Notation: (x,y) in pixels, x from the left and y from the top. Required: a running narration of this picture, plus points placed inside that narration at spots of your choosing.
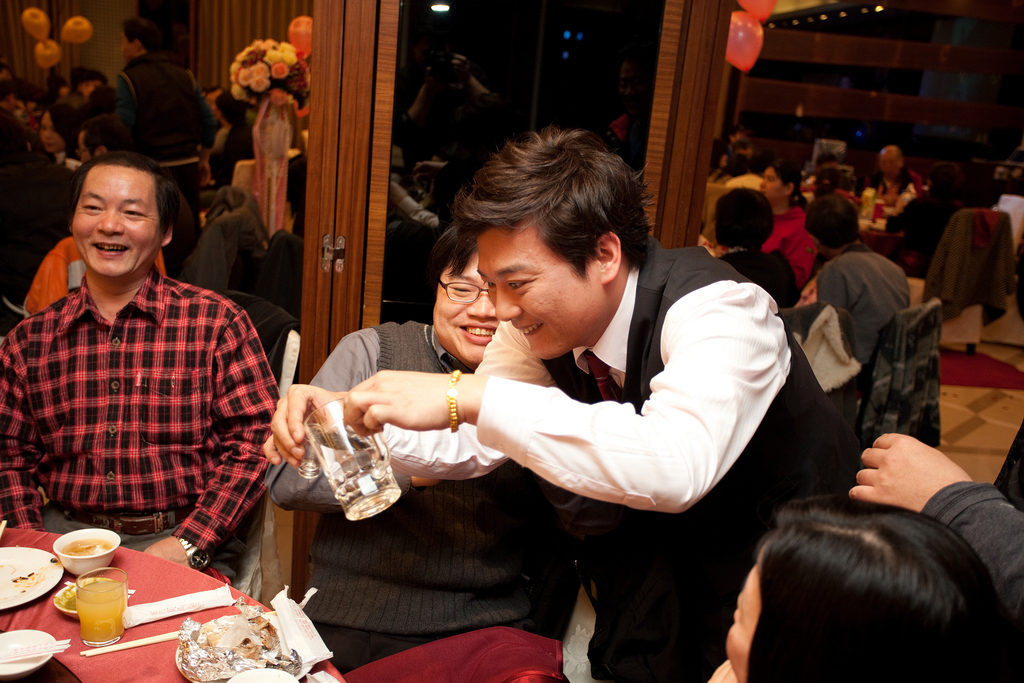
In this picture we can see glasses (387,466), plates (15,591), bowl (68,561), aluminium foil (181,646), chopsticks (54,642), food items (72,546), mirrors (599,128), flowers (251,61) and some people (681,572) are smiling and some people (192,364) are sitting on chairs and some objects (759,16).
